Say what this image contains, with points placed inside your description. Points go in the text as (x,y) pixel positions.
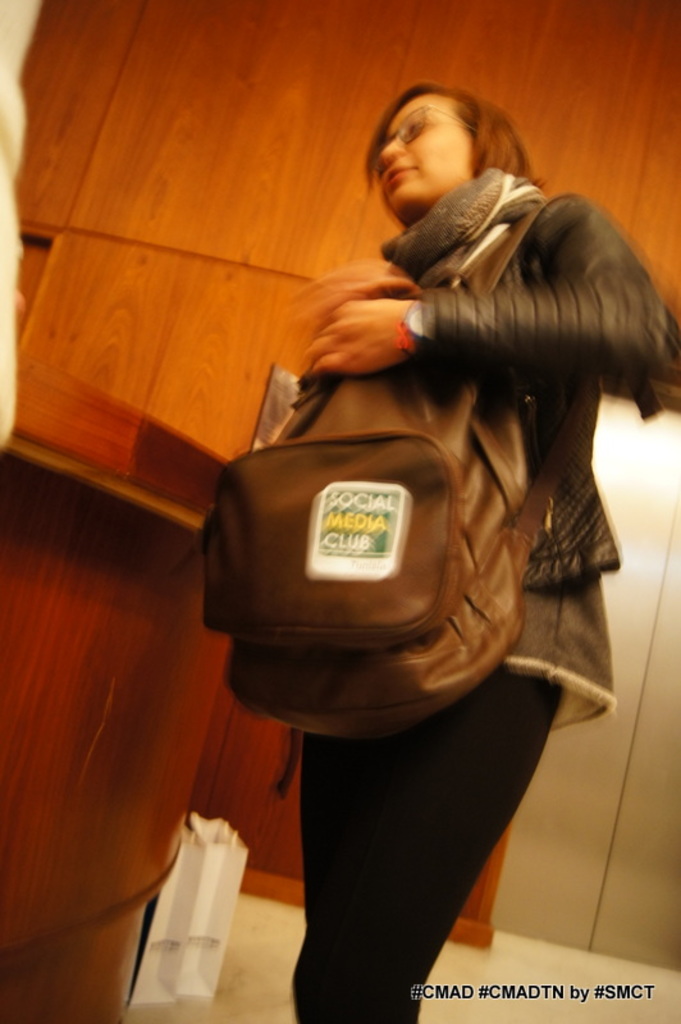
In this picture we can see a woman (474,152) with short hair (496,133), wearing spectacles (412,126) and a jacket (587,313) and also a brown back pack (359,592). This is a floor (531,981). On the background (194,96) we can see cupboards (369,81). She is standing near to the table (156,481). We can see carry bags (189,904) on the floor (231,954), beside to the table (60,898).
